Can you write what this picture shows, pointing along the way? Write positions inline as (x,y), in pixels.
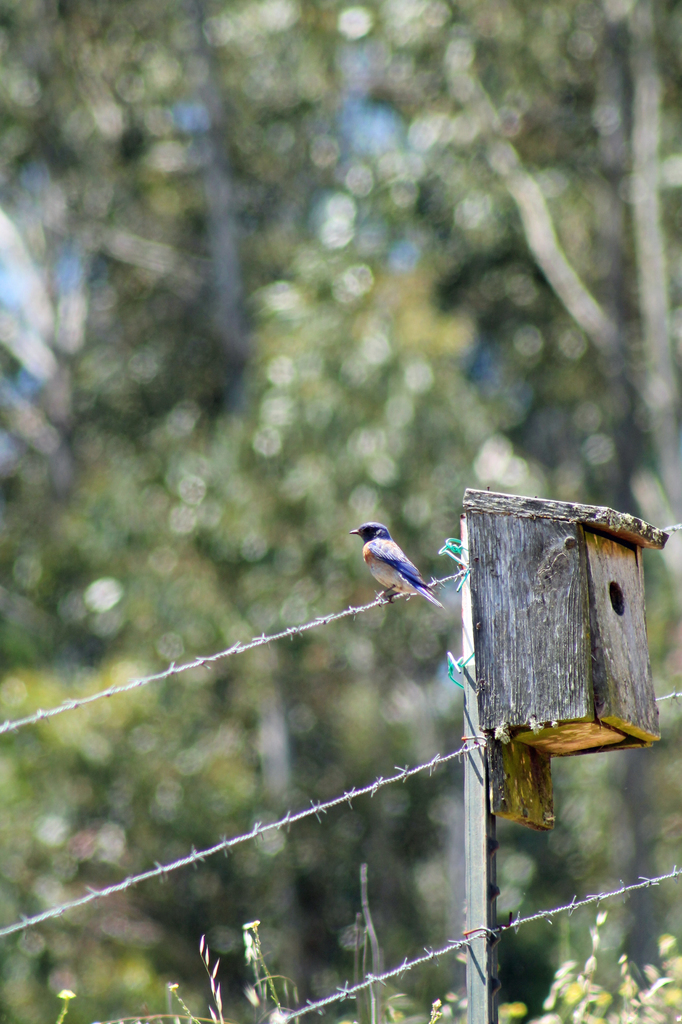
In this image there is a bird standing on the fence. Behind the bird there is a wooden box (526,608). In the background of the image (416,377) there are trees (293,376).
